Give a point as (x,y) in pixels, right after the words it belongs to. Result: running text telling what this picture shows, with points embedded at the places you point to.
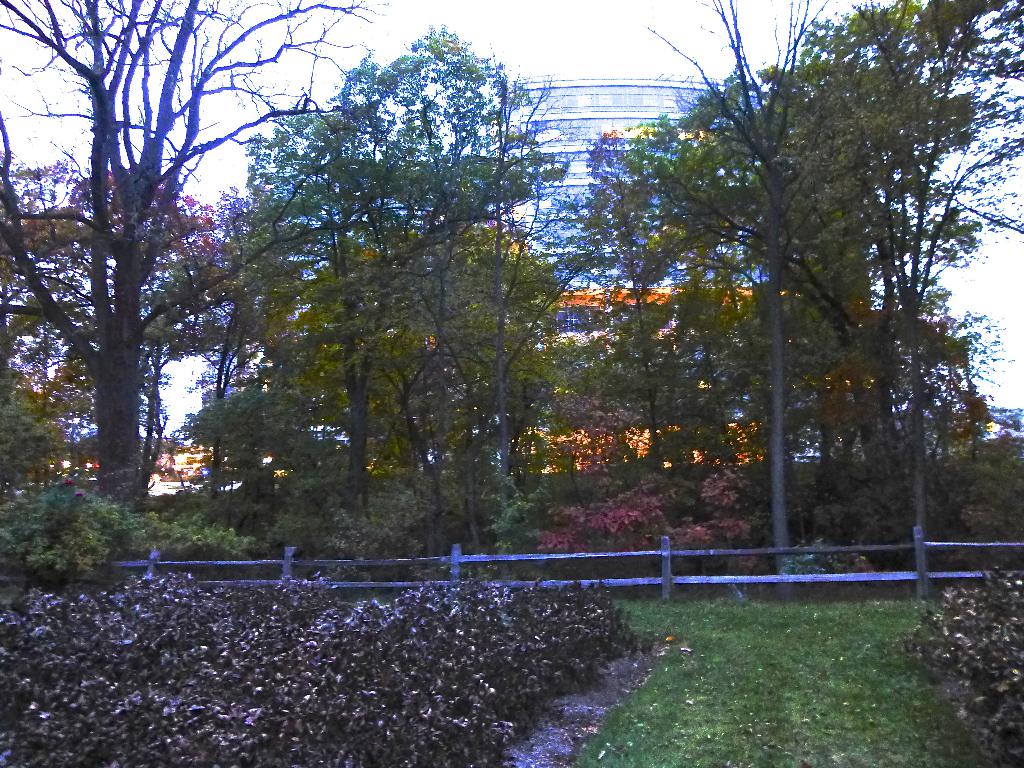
In this image we can see trees (350,392), fence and other objects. In the background of the image (507,47) there is the sky (70,95). At the bottom of the image (665,613) there are plants (86,723) and the grass (719,726).
